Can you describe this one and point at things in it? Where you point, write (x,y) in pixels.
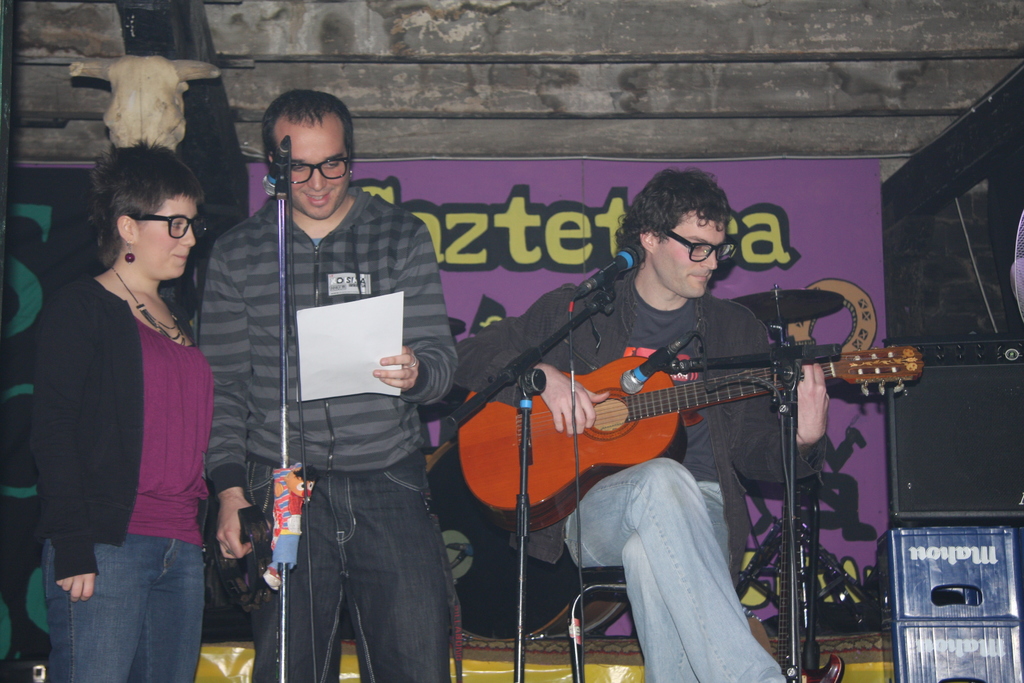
Here is the man (263,285) and woman (151,484) standing. This is the mic (272,182) attached to the mike stand (281,668). Here is the another person (621,525) sitting and playing guitar (648,416). At background (504,218) this looks like a banner (773,185) which is violet in color. This looks like a blue color boxes (967,595). I think this is a speaker (963,408). This is a rooftop (470,57). I can see object (158,128) attached to the wall (171,42).
